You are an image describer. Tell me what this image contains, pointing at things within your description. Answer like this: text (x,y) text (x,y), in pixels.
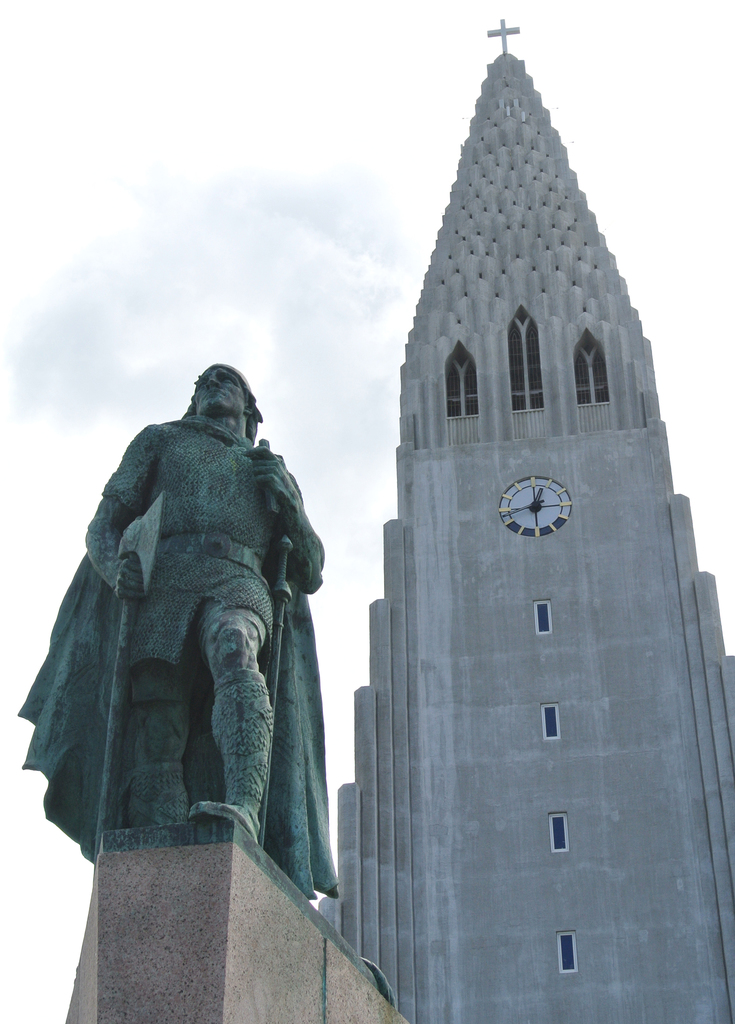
In this image we can see a statue (196,801). At the bottom (183,874) there is a pedestal (183,874). In the background (518,400) there is a tower (501,473) and sky (276,280).
